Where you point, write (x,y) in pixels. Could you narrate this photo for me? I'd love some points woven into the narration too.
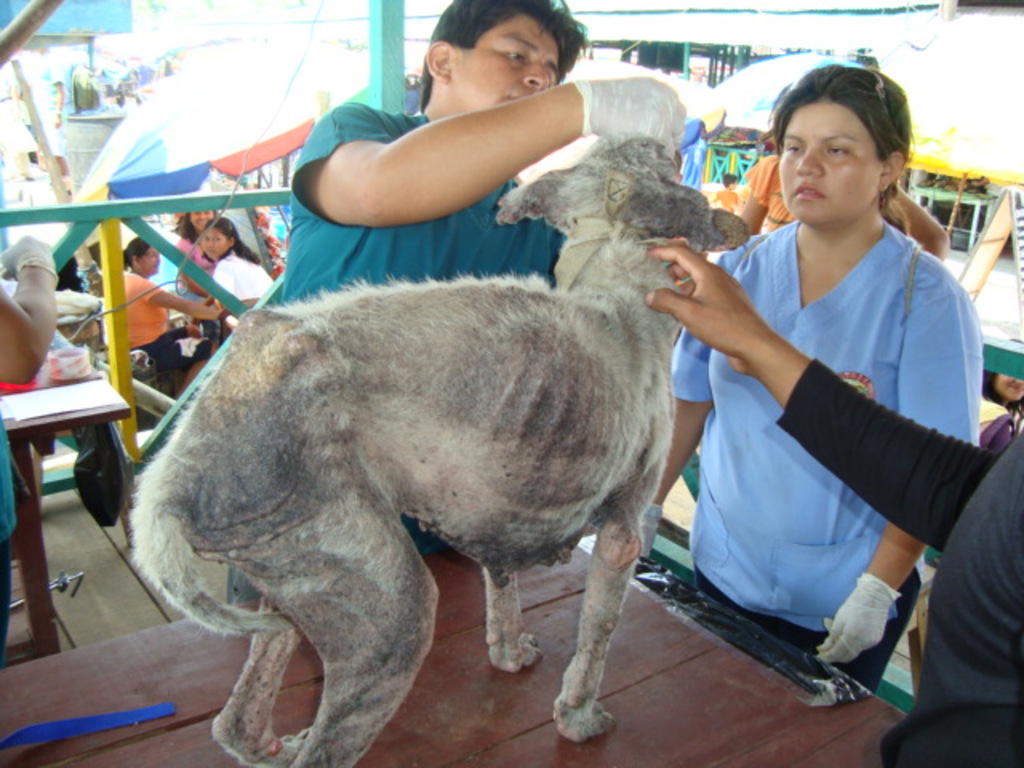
On the background of the picture (748,61) we can see stalls (983,115) and few persons (156,260) sitting on chairs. Here on a table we can see an animal (265,358) and near to it we can see doctors (568,85) and they are treating this animal (573,191).
